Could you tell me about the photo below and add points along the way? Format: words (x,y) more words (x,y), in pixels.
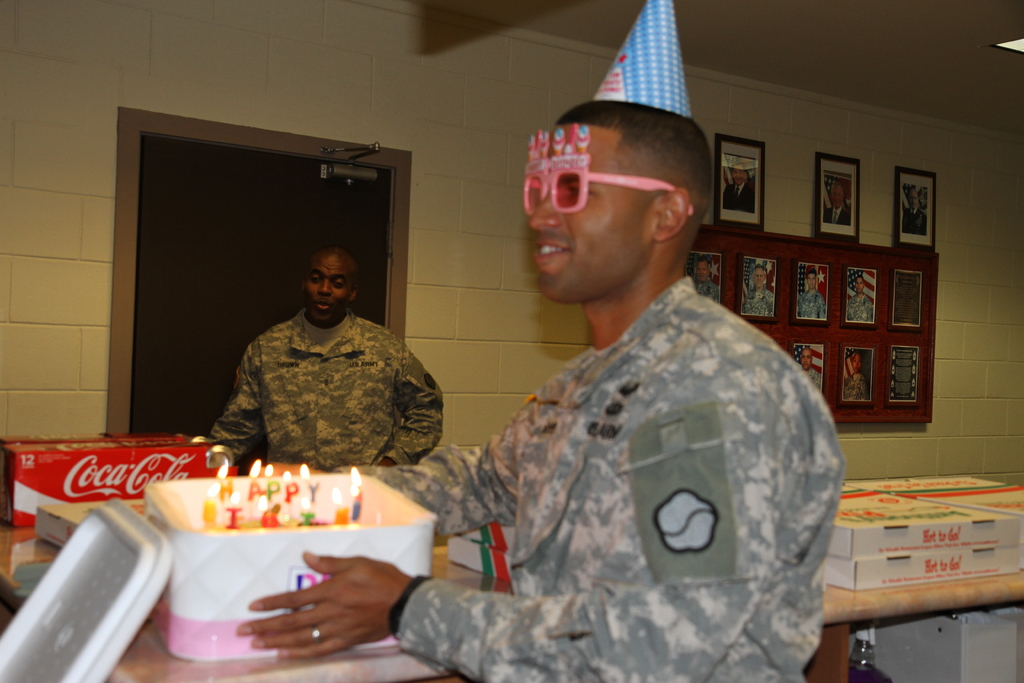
In this image we can see a man (759,646) on the right side (696,344) and he is smiling. Here we can see a birthday cap (647,73) on his head (622,140). He is holding a cake (296,571) in his hands (358,597). Here we can see another person (350,269). Here we can see packed boxes (860,486) on the table (947,593) and they are on the right side (974,546). Here we can see the photo frames (736,182) on the wall (880,171).
